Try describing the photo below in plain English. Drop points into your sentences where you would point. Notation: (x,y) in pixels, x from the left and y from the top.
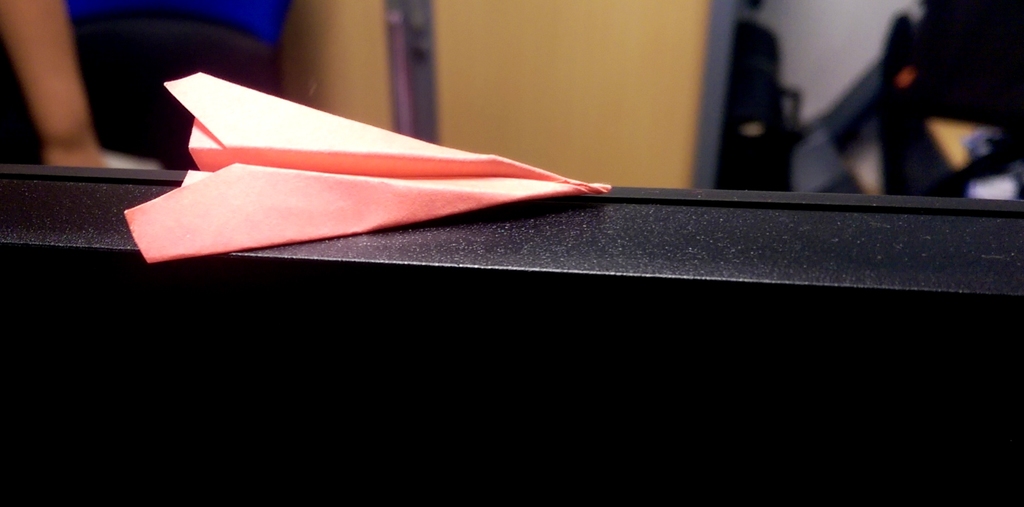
In this image we can see the pink color paper plane (377,211) placed on the black color surface (650,240). The background of the image (1014,36) is blurred, where we can see some objects (523,149).
